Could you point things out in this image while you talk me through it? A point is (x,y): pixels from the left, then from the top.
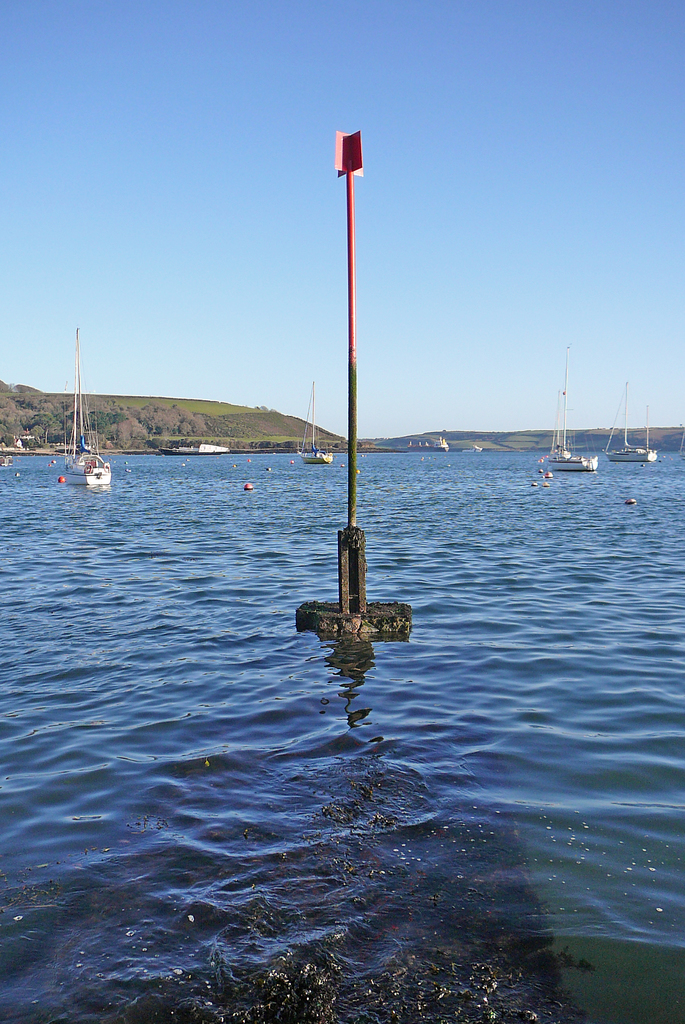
In this image, we can see a pole (347,560) in the water (444,485). There are some boats (651,458) floating on the water (626,489). In the background of the image (517,306), there is a sky (307,121).
